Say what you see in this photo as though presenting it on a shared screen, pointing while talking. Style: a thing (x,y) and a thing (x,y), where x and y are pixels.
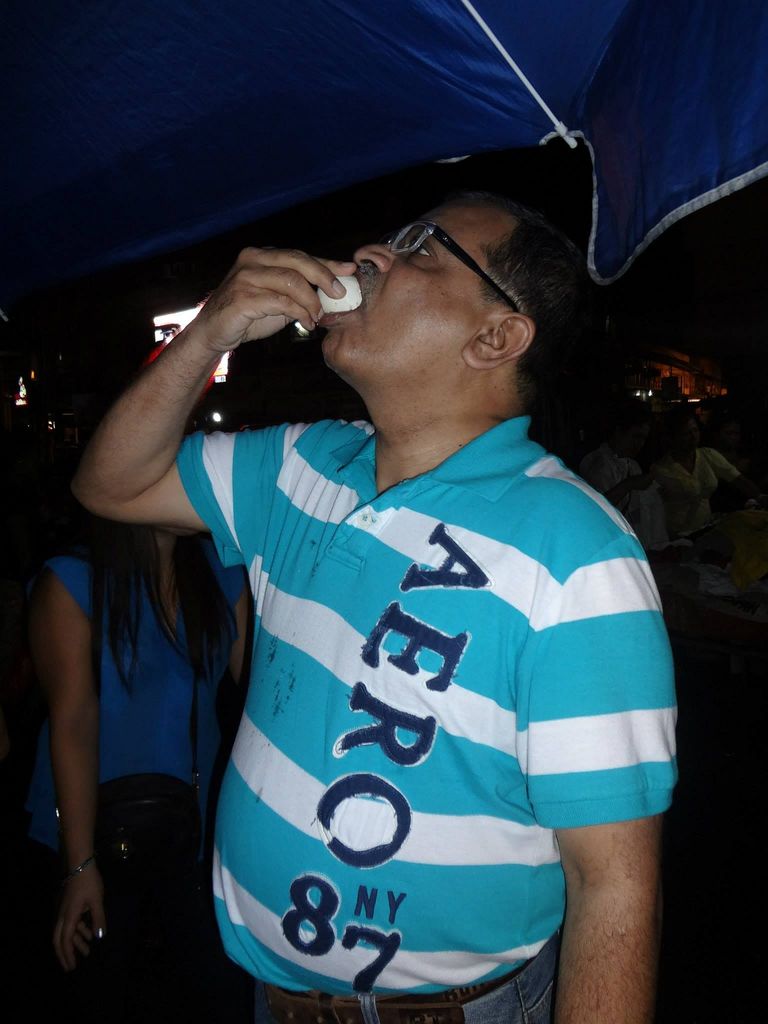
In the foreground of the picture (495,690) we can see a person (458,432) eating something. At the top (353,104) it is looking like an umbrella (257,103). In the middle of the picture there are people (732,449). In the background (149,297) there are trees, light (208,379) and other objects (645,370).
